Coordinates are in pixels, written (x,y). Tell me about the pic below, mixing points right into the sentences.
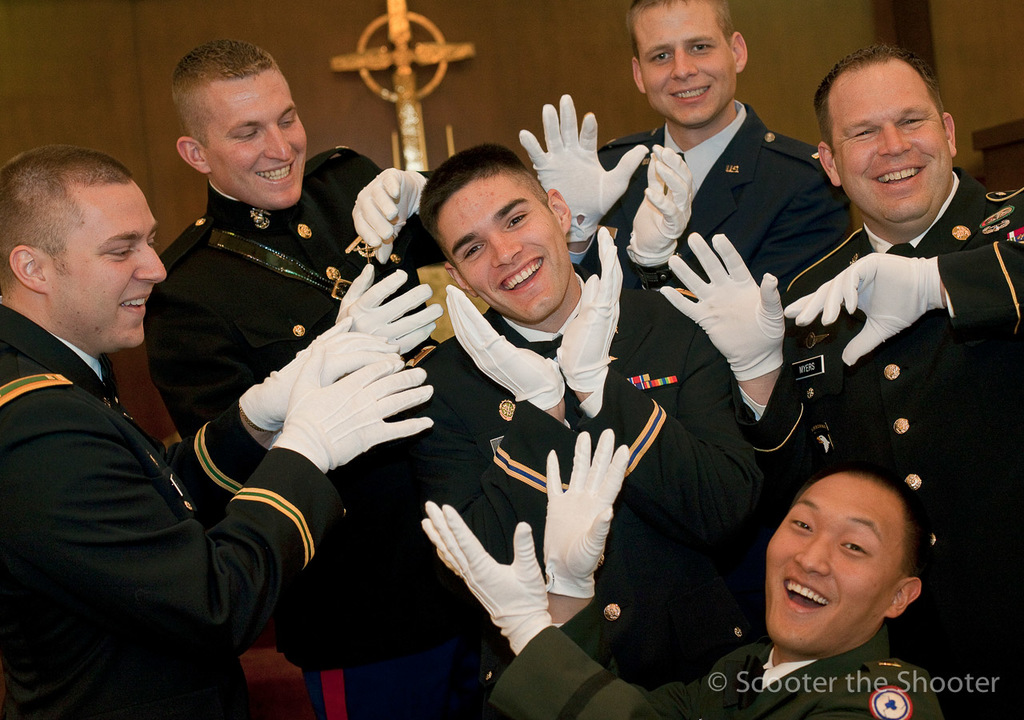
In the image there are few men (385,300) with gloves (308,439) and uniforms (818,281). And they are smiling. Behind them there is a cross (371,56). In the bottom right corner of the image (714,684) there is something written on it.
